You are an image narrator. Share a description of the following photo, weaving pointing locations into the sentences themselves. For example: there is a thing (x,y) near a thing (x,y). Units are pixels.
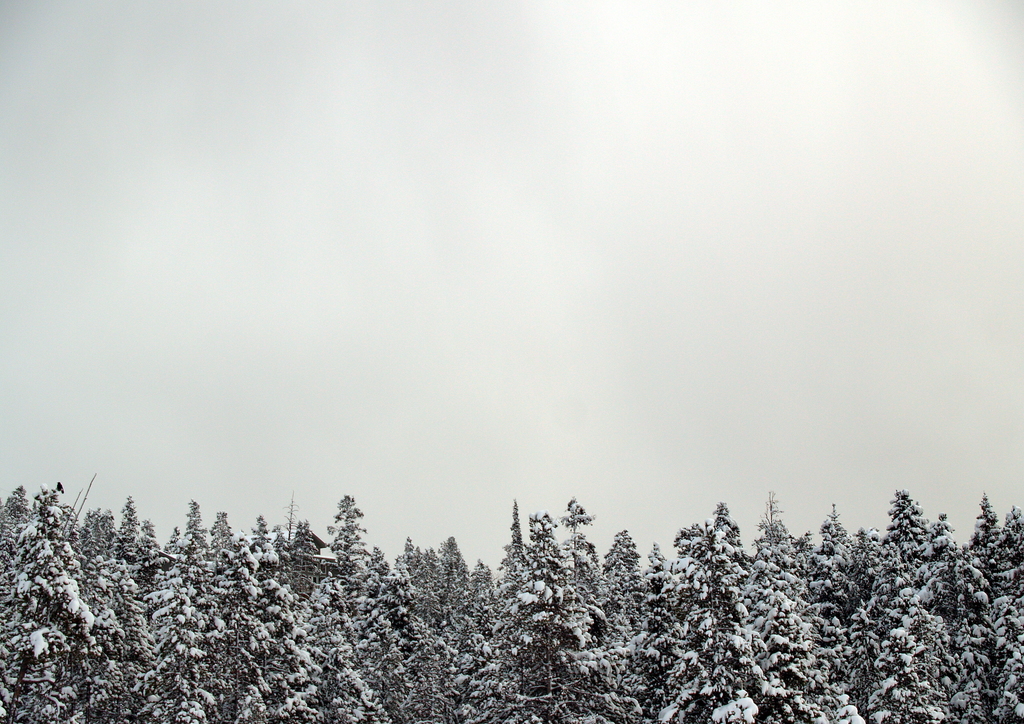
At the down side these are the snowy trees (437,585), at the top (533,232) it's a foggy sky (433,283).
